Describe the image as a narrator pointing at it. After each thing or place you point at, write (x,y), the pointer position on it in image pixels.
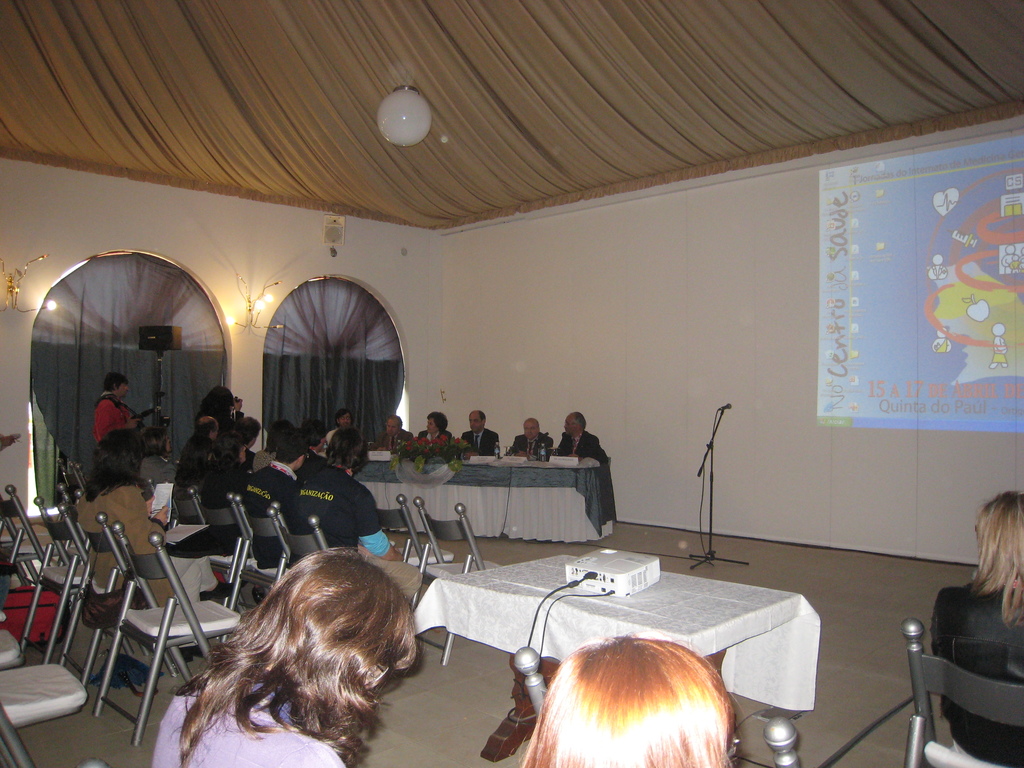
In the middle of the image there is a table (604,623), On the table (672,579) there is a projector (622,559). In the middle of the image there is a microphone (710,554). Bottom right side of the image (998,549) few people (998,549) are sitting on a chair (1021,691). Bottom left side of the image (339,592) few people (301,697) sitting on a chair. Top left side of the image (157,240) there is a wall (169,222) and there is a window (181,323). At the top of the image (924,64) there is a roof (917,32) and light (398,131). Top right side of the image (907,160) there is a screen (919,240).
